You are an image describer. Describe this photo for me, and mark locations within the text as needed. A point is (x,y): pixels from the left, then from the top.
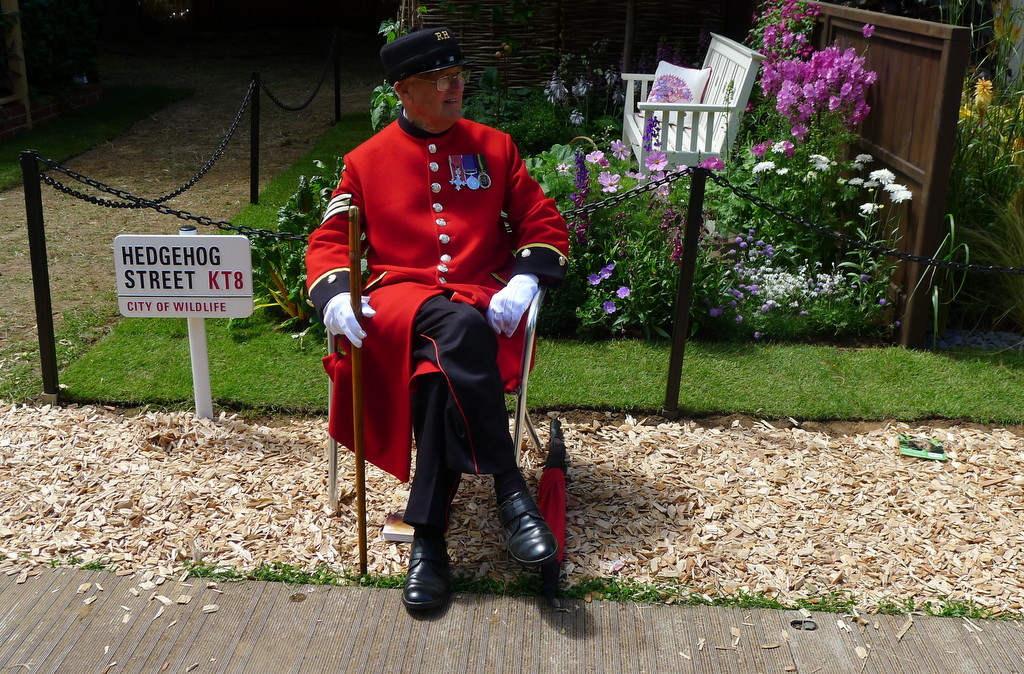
In this picture we can see a man (479,348) is sitting on a chair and holding a stick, at the bottom (806,509) there is sawdust (768,534), on the left side (170,307) we can see a board (200,316), in the background (628,305) there are some plants (839,176), flowers (843,74), grass (772,349) and a bench (704,102), there is a pillow (680,101) on the bench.
